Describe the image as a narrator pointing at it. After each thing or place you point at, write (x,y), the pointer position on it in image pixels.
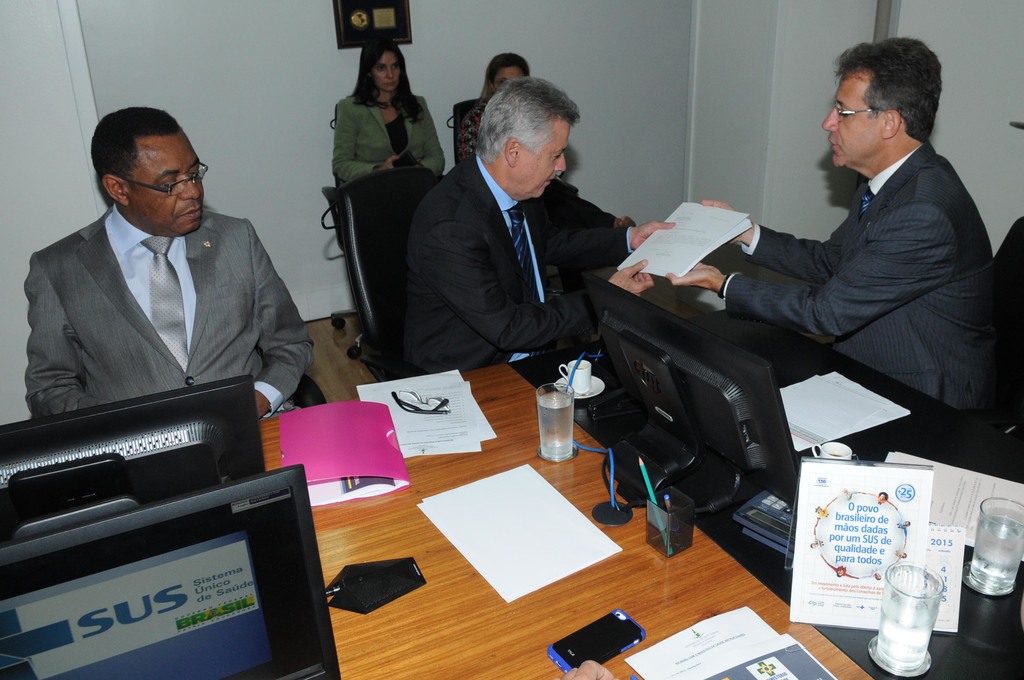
In this image, there are a few people (889,214). Among them, some people (882,265) are holding some object (718,230). We can also see a table (572,476) with some objects (564,642) like glasses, posters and screens (214,474). We can see the wall (324,289) with some object (392,0).
